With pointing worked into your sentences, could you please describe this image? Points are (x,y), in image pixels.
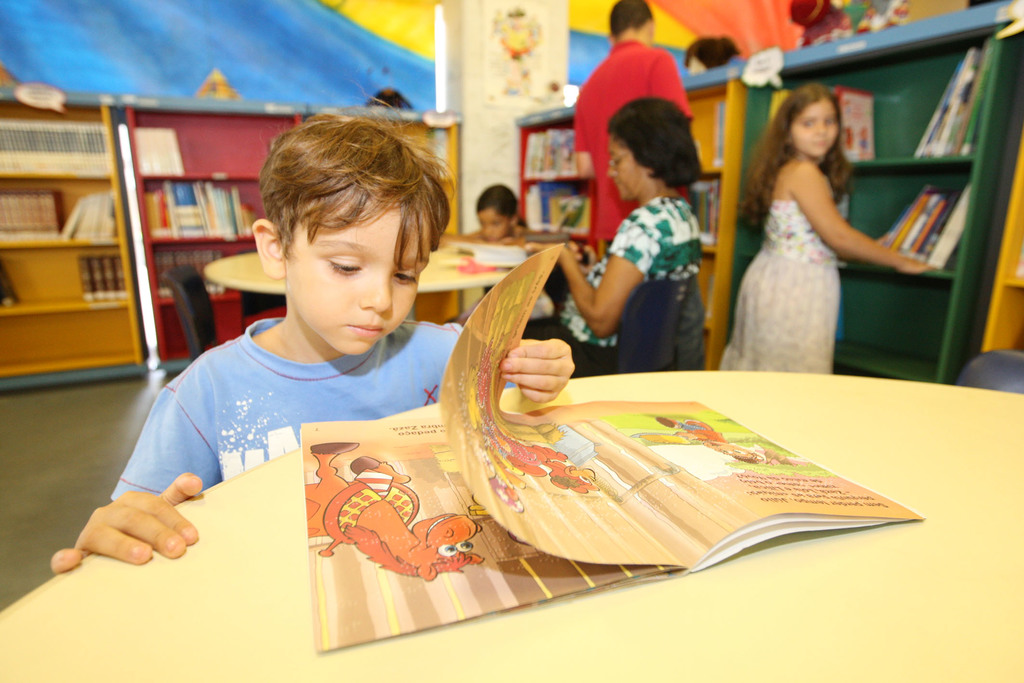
In this image in the front (597,467) there is a table (792,582) and on the table (808,551) there is a book (595,483), behind the table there is a boy (300,383) holding a book (476,443) in his hand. In the background (596,151) there are persons (634,196) standing and sitting, there are shelves (886,177) and there are books (46,204) in the shelves (240,318) and there is a table (459,276) and on the table (446,276), there are books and there are empty chairs (201,316). In the background (438,54) there is a wall (480,54) and on the wall (466,41) there is a painting (343,32).
